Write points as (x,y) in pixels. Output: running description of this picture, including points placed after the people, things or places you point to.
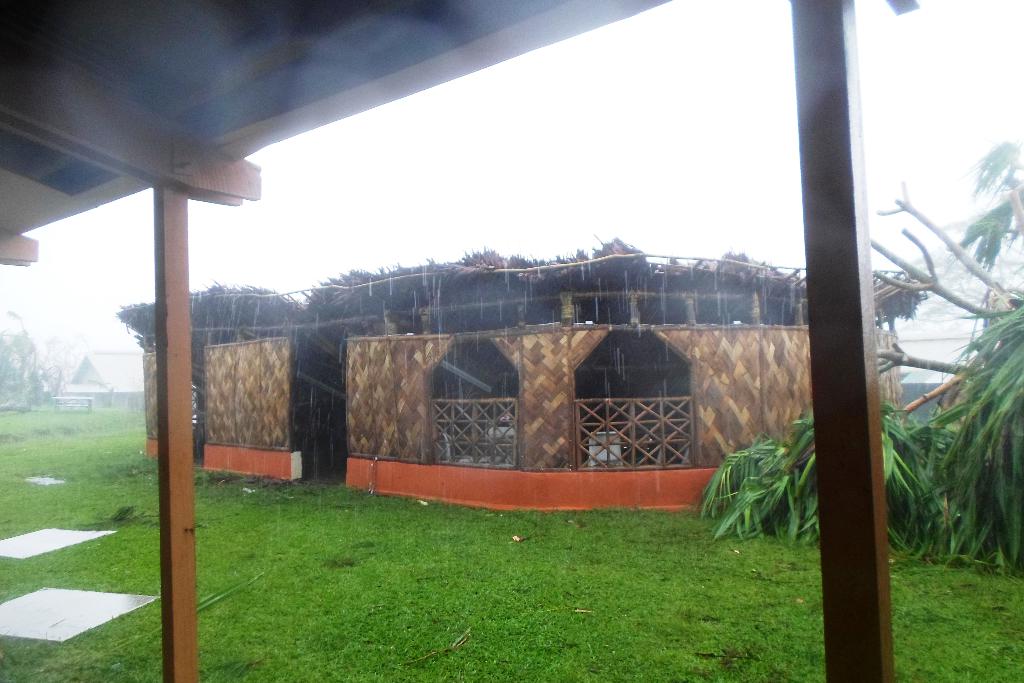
There is a grassy land (546,621) at the bottom of this image (445,611). We can see a shelter (546,339) in the middle of this image (501,387). There is a sky (530,191) in the background (695,183) and we can see a roof (199,117) of a house (207,62) at the top of this image (519,10).
